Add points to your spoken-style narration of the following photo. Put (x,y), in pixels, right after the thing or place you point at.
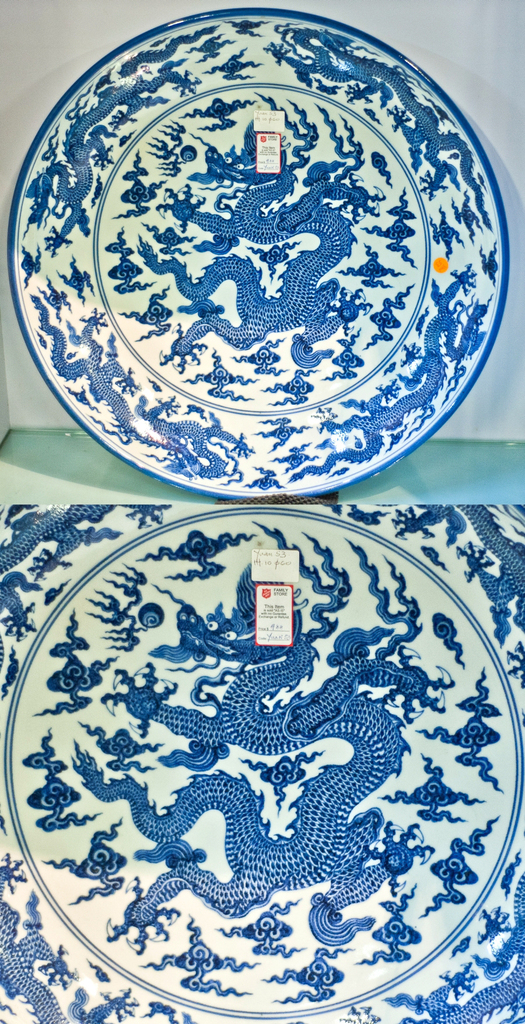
This is collage picture and in this picture we can see a plate (184,90) on a platform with stickers (258,119) on it and in the background (49,427) we can see the wall (163,15).
